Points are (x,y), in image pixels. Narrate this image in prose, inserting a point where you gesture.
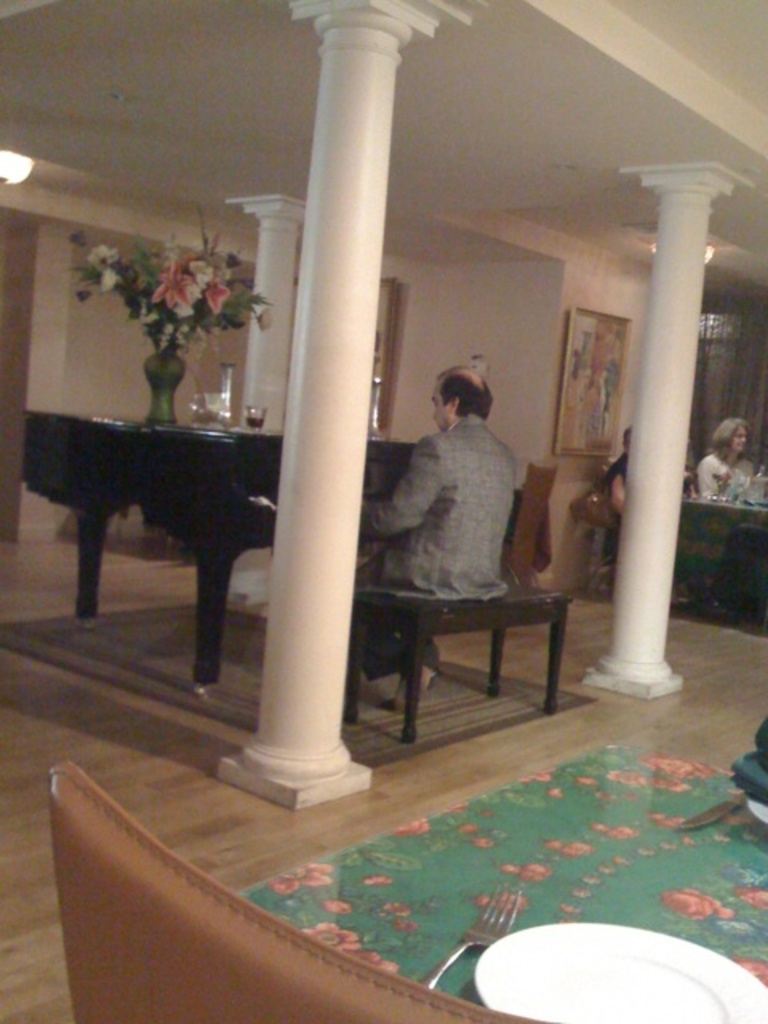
There is a room (149,587). He is sitting on a bench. There is a table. There is a glass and flower vase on a piano (206,450). On the right side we have women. She is sitting a chair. In front there is a plate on the table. in the background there is a pillar (328,360), wall (517,442) and door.
